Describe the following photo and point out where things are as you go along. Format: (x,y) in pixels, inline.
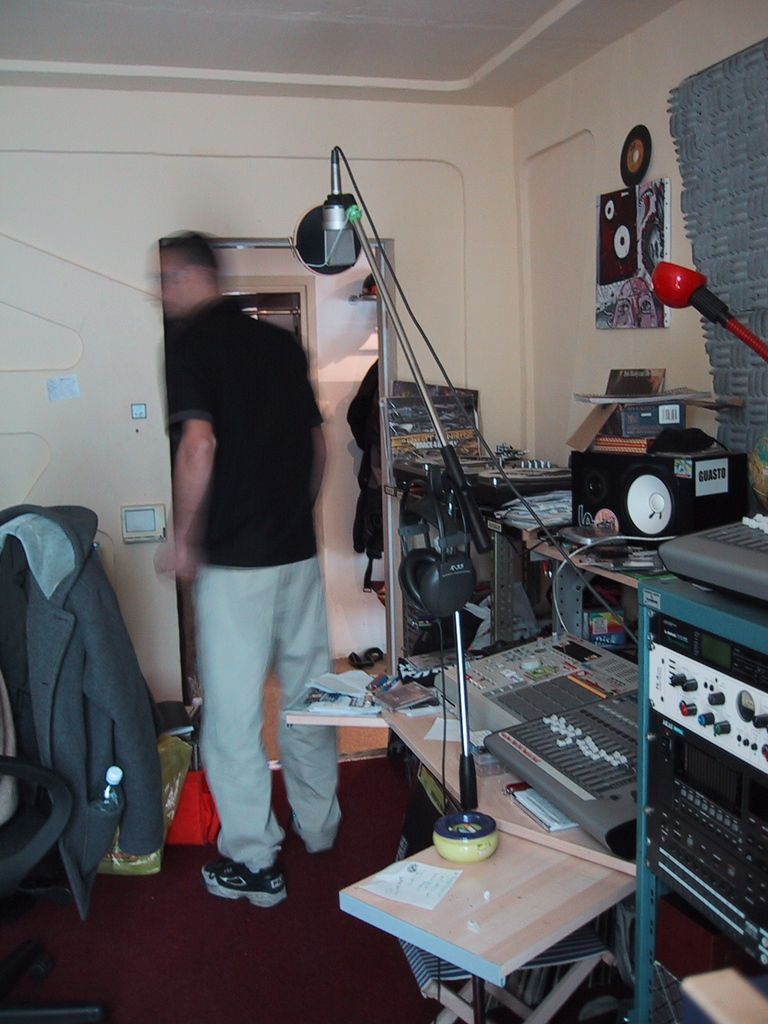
This picture is clicked inside the room (353,805). In the middle of the picture (308,427), we see the man (304,608) is standing. Beside him, we see a grey color jacket (120,753) and a water bottle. On the right side (579,860), we see a table (565,863) on which a yellow color object (480,853) is placed. Beside that, we see music recorders (606,744) and some other electronic goods (578,754) are placed on the table (502,573). We see the microphone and a red color object (666,274). In the background (548,368), we see a white wall (513,277) on which the photo frame (598,295) is placed. At the top (364,45), we see the ceiling (421,77) of the room (260,176).
